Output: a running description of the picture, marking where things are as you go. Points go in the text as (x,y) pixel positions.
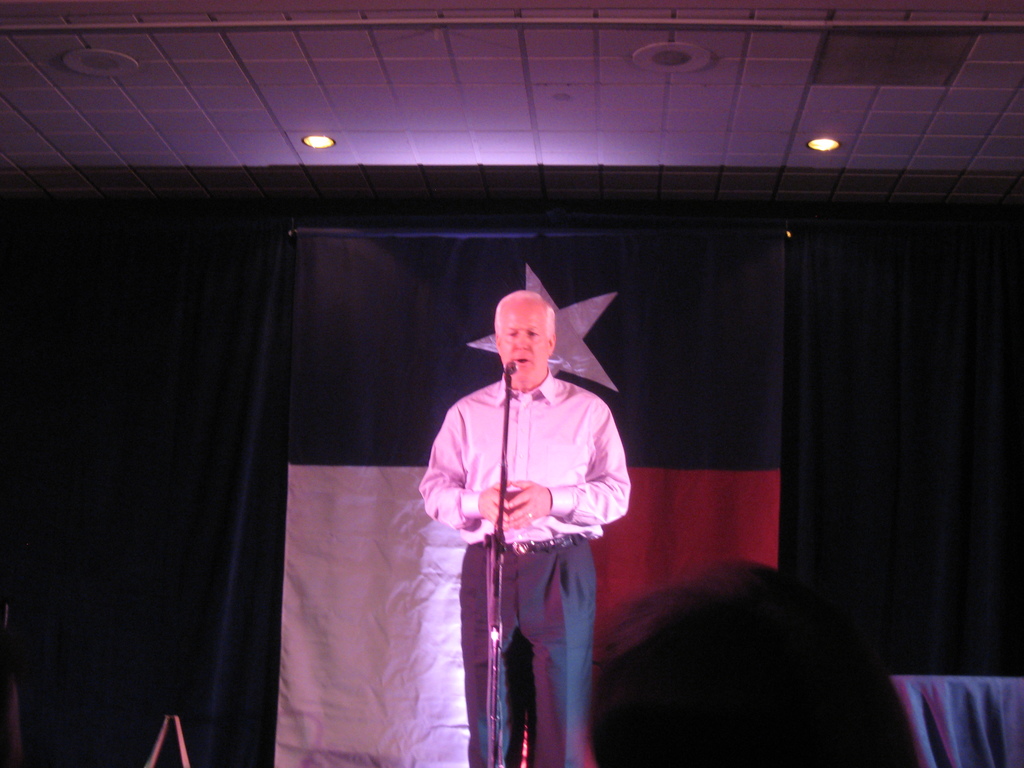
In the picture I can see a man (528,555) is standing in front of a microphone (508,437). The man (516,523) is wearing a shirt (517,467) and a pant (528,607). In the background (557,349) I can see a flag (394,566), lights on the ceiling (631,198) and some other objects (1004,763). The background of the image (126,555) is dark.
